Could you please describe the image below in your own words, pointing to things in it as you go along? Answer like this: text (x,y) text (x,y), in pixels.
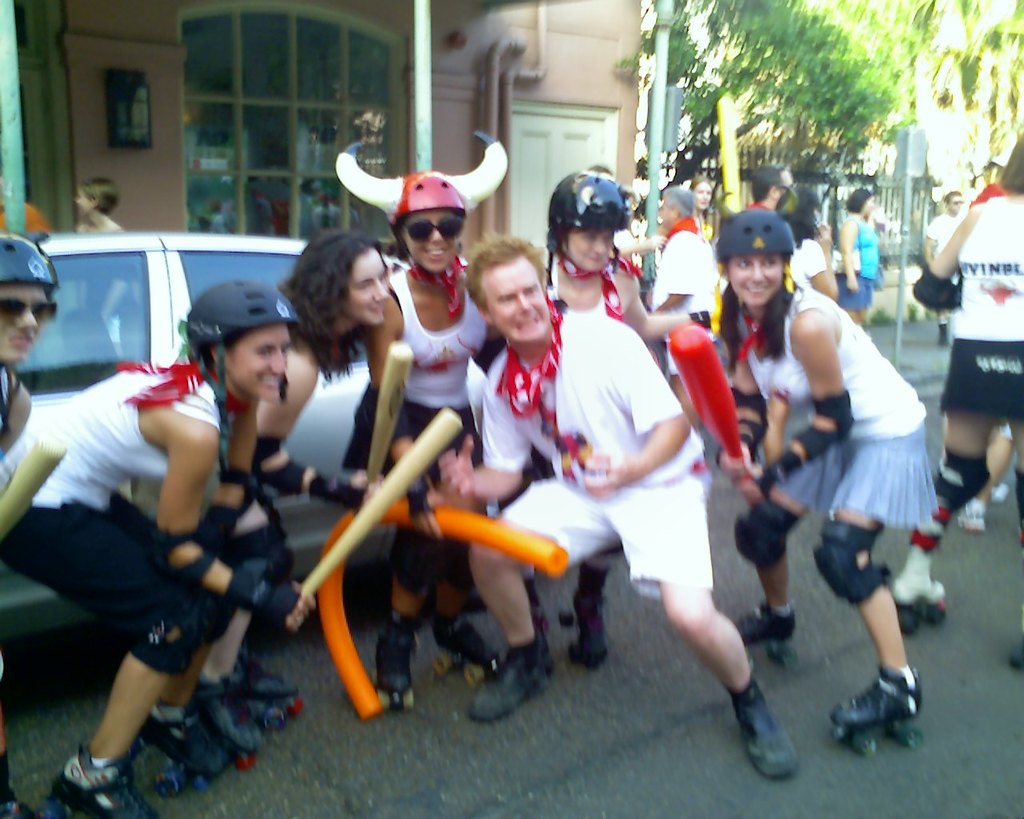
In this image, at the middle (604,532) there is a man (774,726) crouching, there are some people (72,505) standing on the roller skates (868,733) and they are wearing helmets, at the background (216,184) there is a car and there is a house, there are some people (868,216) walking, there are some green color trees (829,56).
